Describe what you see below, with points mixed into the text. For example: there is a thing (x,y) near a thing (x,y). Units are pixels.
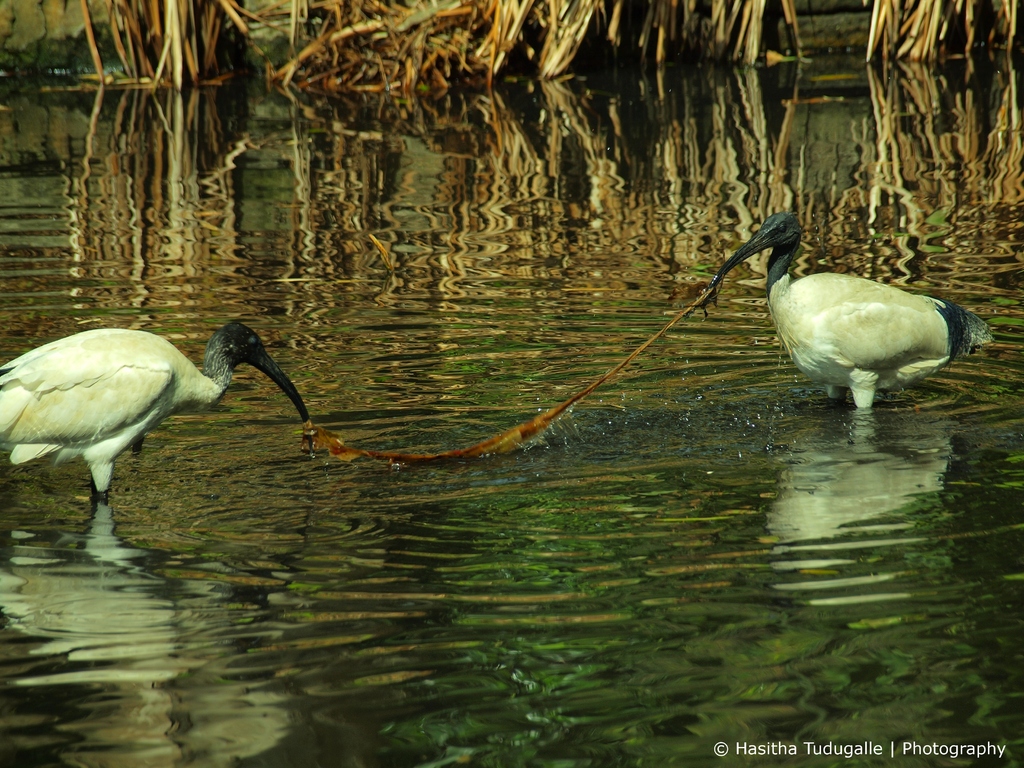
There are two birds (860,294) standing in the water (689,443). At the top of the image (164,81), that looks like the dried grass (438,45). At the bottom right side of the image (726,758), I can see the watermark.
